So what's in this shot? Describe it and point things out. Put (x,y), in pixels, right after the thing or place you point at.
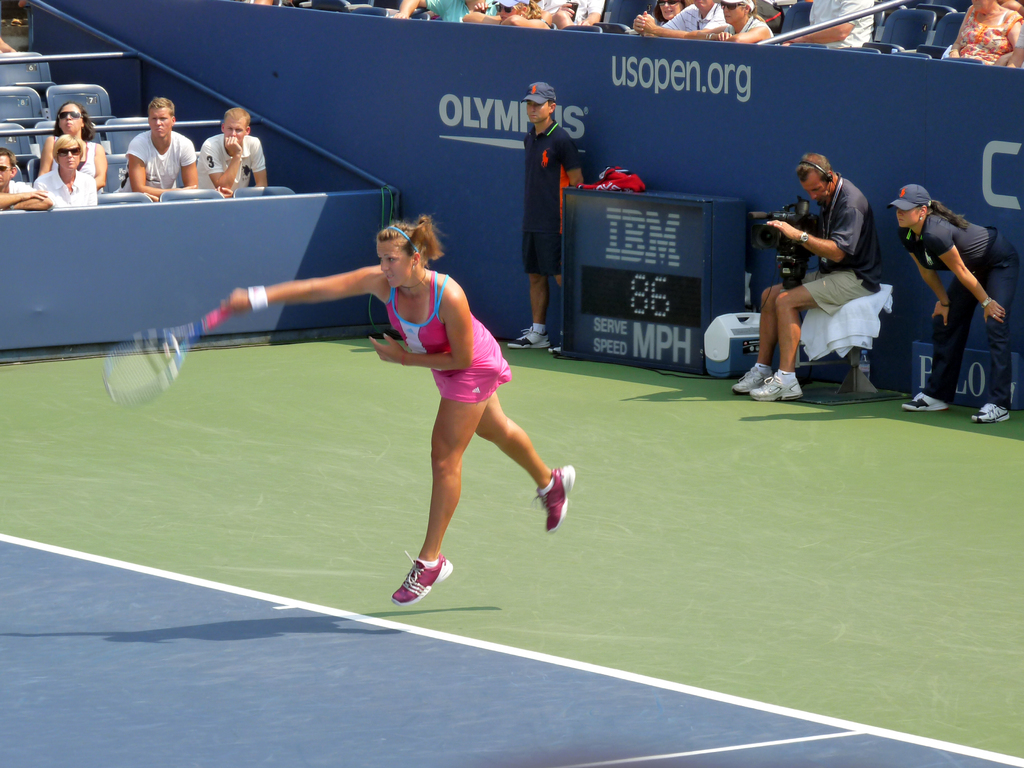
In the image we can see there is woman (422,258) who is standing and holding tennis racket (179,337) in her hand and behind her there are men (873,257) who are sitting and standing and a man (815,247) is taking video of the woman (438,323) and beside there are people (161,148) who are looking at the woman (438,428).
